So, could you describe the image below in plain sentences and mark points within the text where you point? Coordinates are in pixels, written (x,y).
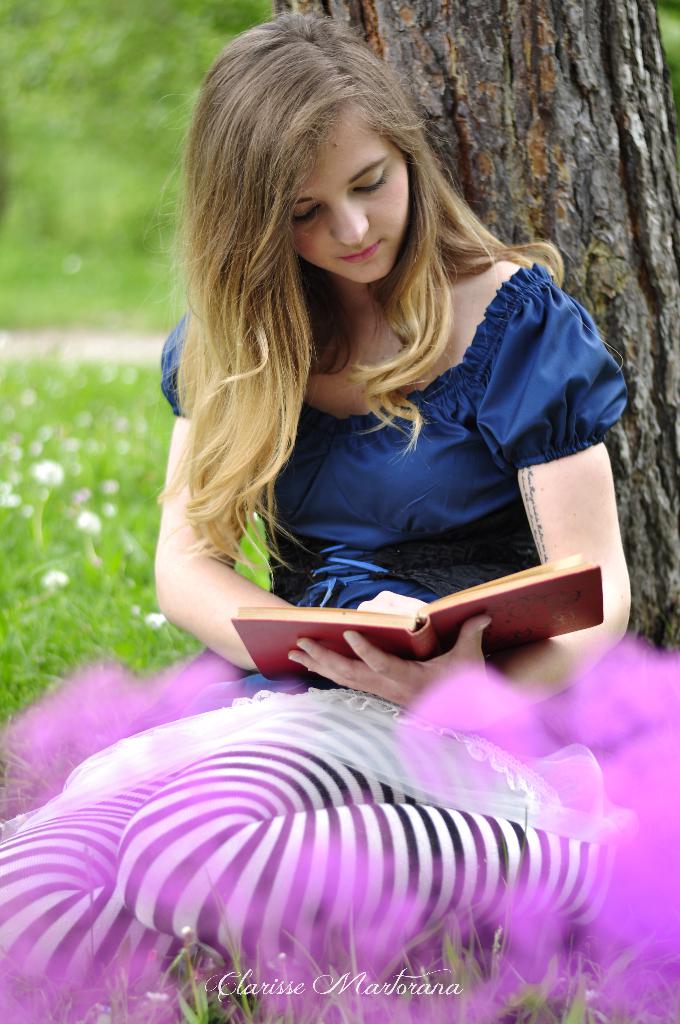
In this image we can see a lady (455,739) sitting and holding a book (406,628). In the background (488,184) there is a tree (512,209). At the bottom (204,969) there is grass (157,988) and we can see flowers (492,694).
